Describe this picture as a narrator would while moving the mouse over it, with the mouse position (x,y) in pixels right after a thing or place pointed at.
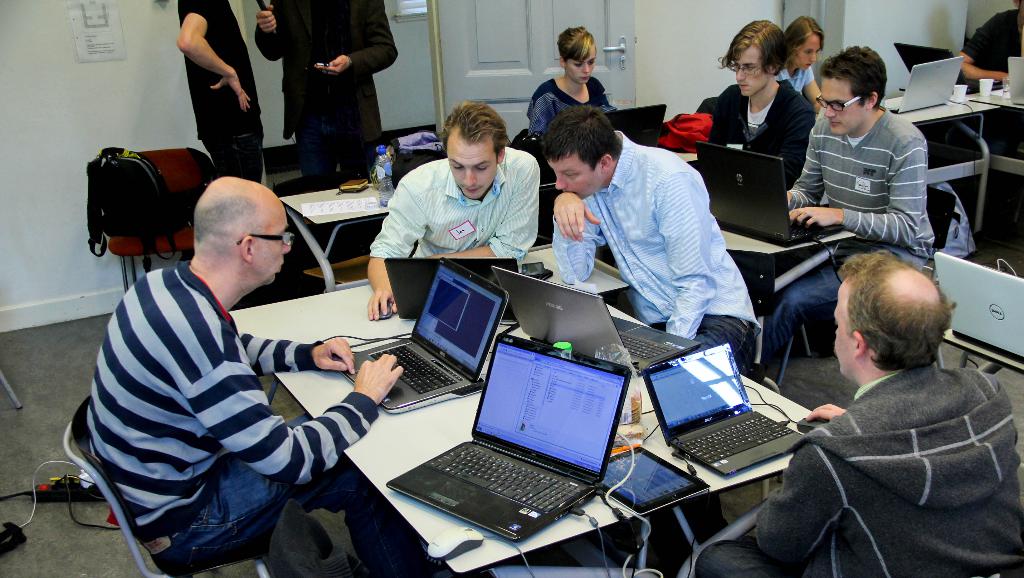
In this image we can see four men (626,149) are sitting on the chairs (127,547). In front of them, we can see a table (474,561). On the table (448,563), we can see laptops (547,435), wires (649,526) and some food items (629,393). On the right side of the image (805,233), we can see laptops (981,304) on the table (740,244), men (755,57) and women (791,55) are sitting and doing work. At the top of the image (712,29), we can see a wall (729,25) and a door (490,28). We can see two people (288,64) are standing at the top of the image (225,104). We can see a paper (104,36) on the wall (65,72). On the left side of the image (156,205), we can see a bag (125,202), chair (141,245), wires (24,495), carpet (78,359) and an object (76,490).
